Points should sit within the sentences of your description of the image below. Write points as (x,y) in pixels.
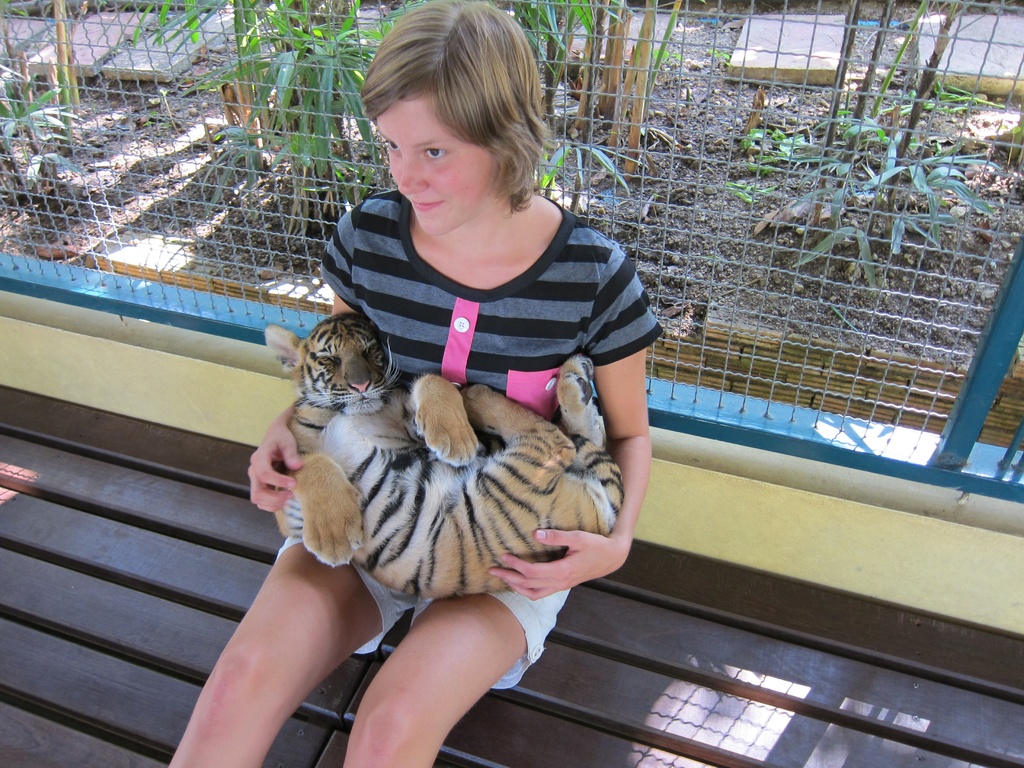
In the middle (641,479) a girl (462,135) is sitting on the wooden bench (676,688) holding a tiger (369,367) in her lap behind her it's an iron fencing (779,225).
